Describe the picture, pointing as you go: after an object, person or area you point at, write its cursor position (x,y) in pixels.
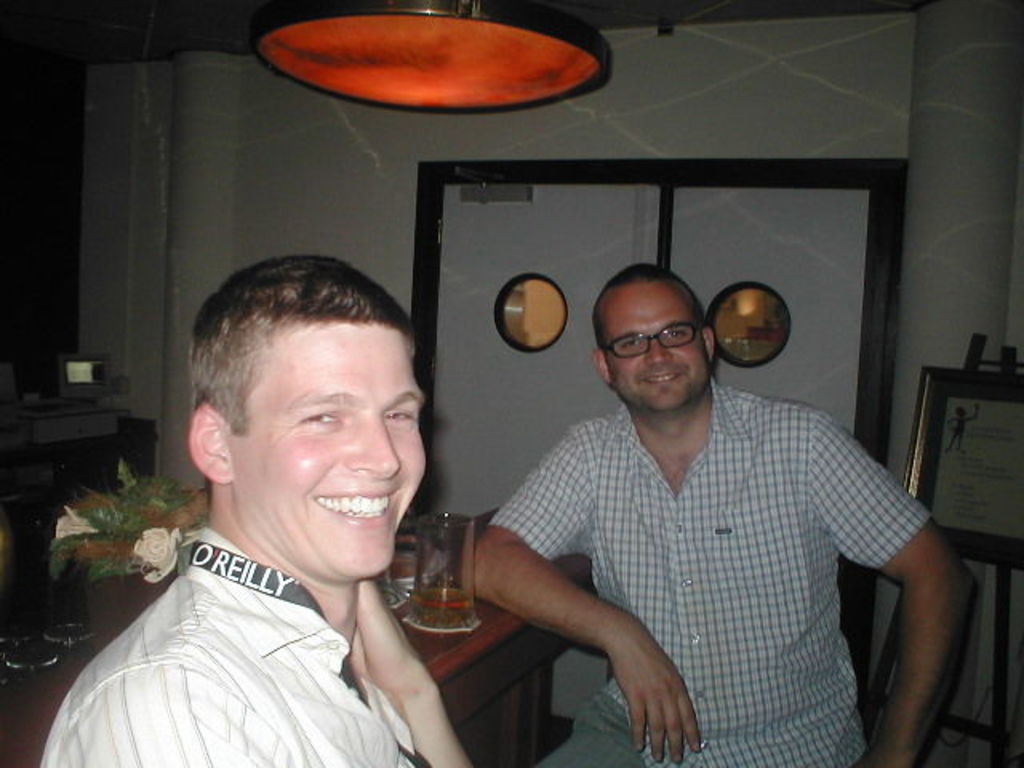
In this picture we can see there are two men (598,645). On the left side of the image (34,646), there is a table (11,714) and some objects (127,546). On the right side of the image (995,435) there is a photo frame (980,467) with a stand (1006,719). Behind the men (391,474) there is a door (483,326). At the top of the image (377,48) there is a light (412,64).
